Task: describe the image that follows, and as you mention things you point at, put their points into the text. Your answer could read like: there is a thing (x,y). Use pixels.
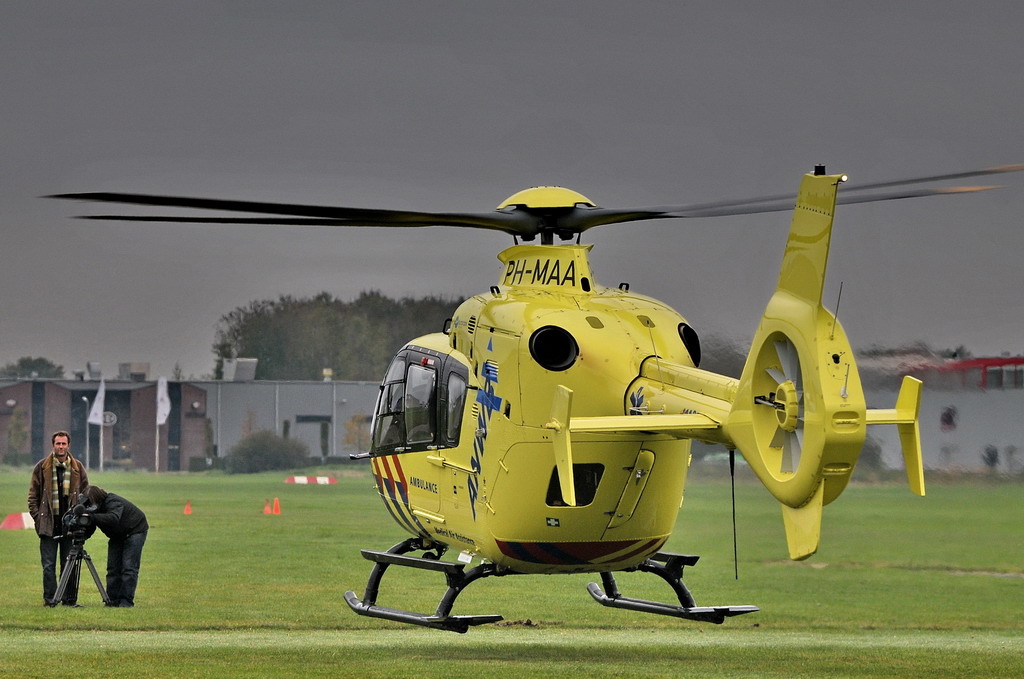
In this picture there is an aircraft (494,426) in the air (259,238). On the left side of the image (129,516) there are one person (35,476) is standing, another person (131,565) is standing and holding the camera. At the back (194,425) there is a building (68,401) and there are flags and trees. At the top (644,114) there is sky (597,125). At the bottom (328,618) there is grass (323,611).
